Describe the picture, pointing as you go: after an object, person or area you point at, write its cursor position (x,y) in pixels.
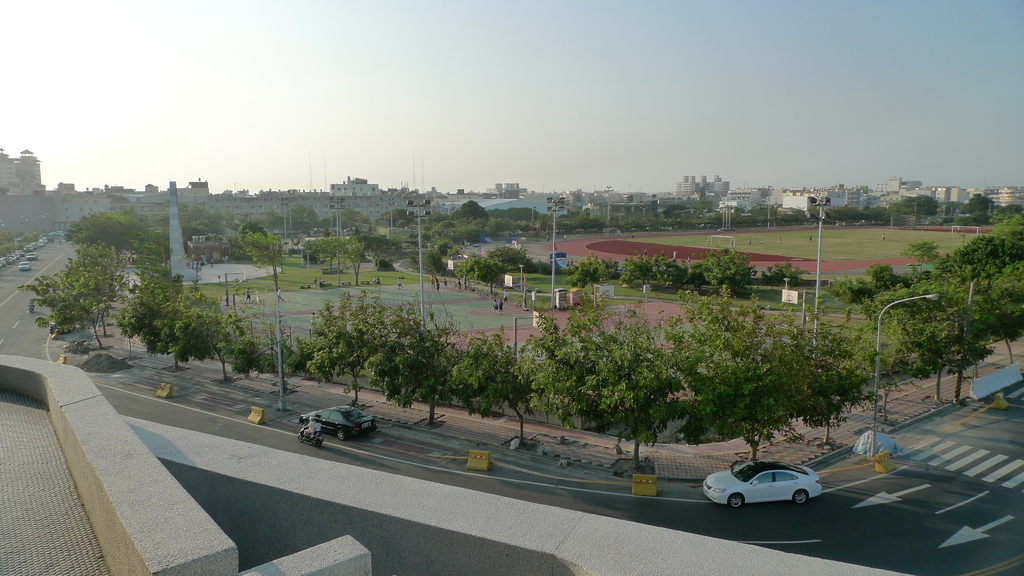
In the image we can see there are many vehicles (28,267) on the road (930,511). This is a road (928,527), light pole (819,246), trees (805,376), footpath (661,446), buildings (379,190), ground (813,234) and a pale blue sky (640,86). We can see there are even people (502,305) wearing clothes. This is a barrier (486,458).
